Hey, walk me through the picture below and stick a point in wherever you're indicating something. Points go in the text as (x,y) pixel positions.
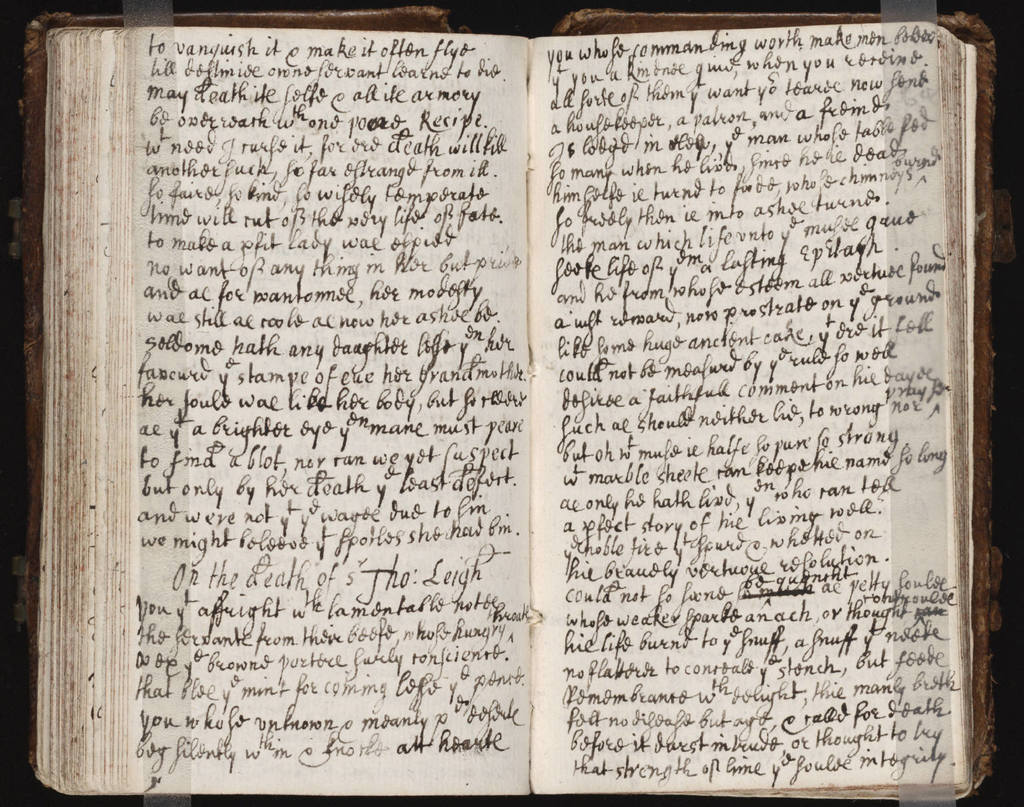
In this image, we can see an opened book (981,445) contains some written text (596,172).
